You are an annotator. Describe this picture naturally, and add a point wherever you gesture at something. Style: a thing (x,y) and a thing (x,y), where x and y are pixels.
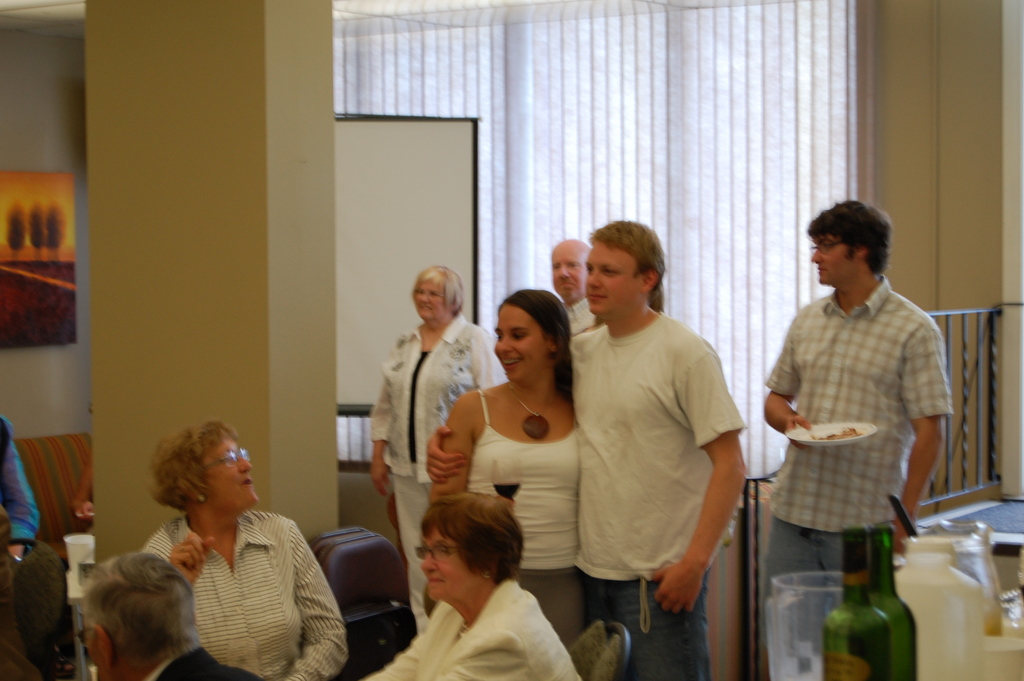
In the image in the center (651,344) we can see few people (519,356) were standing and they were smiling, which we can see on their faces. On the left bottom (177,598) we can see few more people (233,631) sitting on the chair (353,598) and they were also smiling. And on the right side (873,392) we can see one person (881,463) standing and he is holding a plate (832,439) and we can see mug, containers (954,623) and bottles (855,622). In the background (754,91) we can see wall (980,154), curtain (789,57), board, pillar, photo frame (20,329), couch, suitcase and few other objects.
